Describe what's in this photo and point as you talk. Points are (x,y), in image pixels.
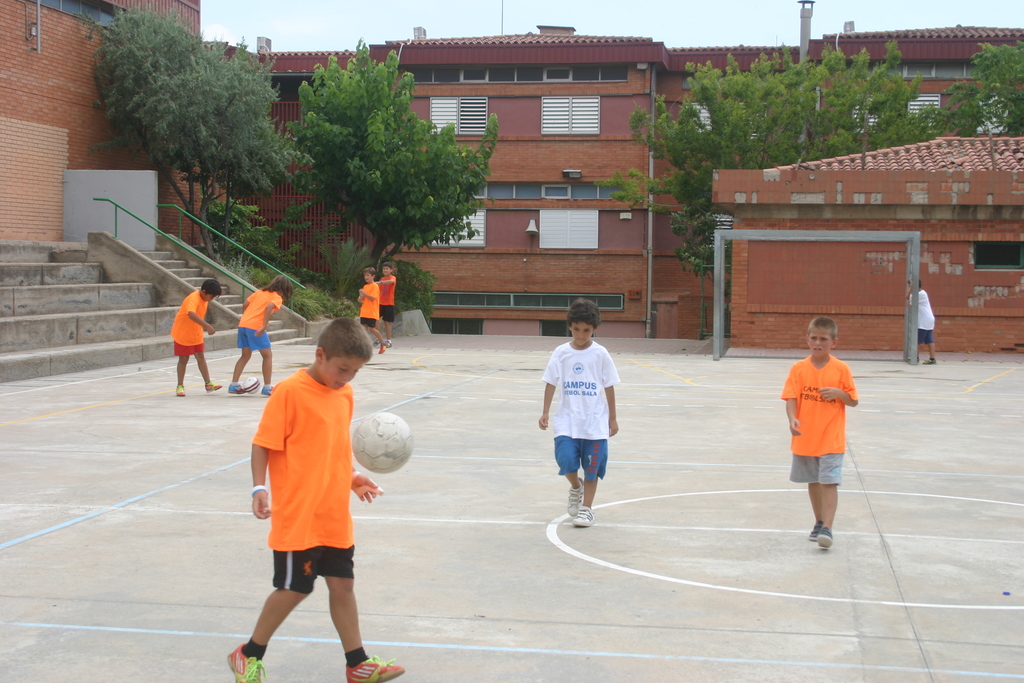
Here we can see children (365,299). Ball (393,429) is in the air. Background (1022,217) there are buildings (1002,221), steps (173,291), windows (573,126) and trees (374,185).
